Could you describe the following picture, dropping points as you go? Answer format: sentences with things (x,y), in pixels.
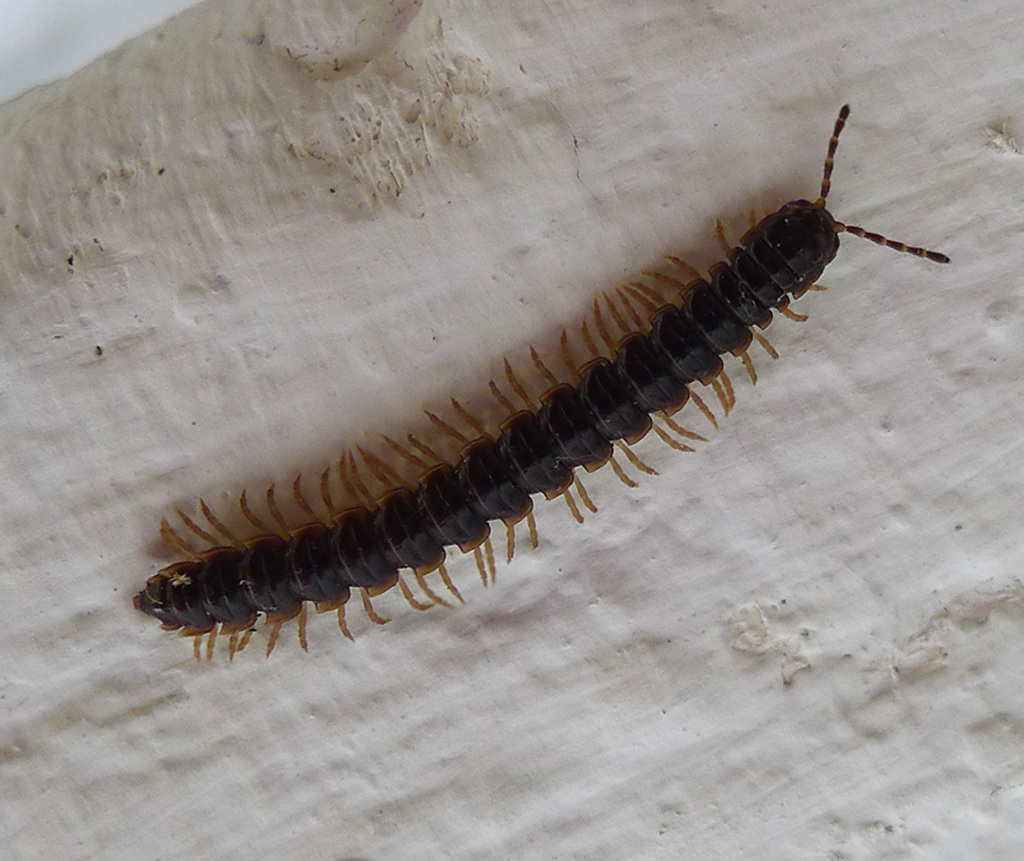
In this image I can see an insect (458,592) which is in black and brown color. It is on the cream color surface (571,607).
